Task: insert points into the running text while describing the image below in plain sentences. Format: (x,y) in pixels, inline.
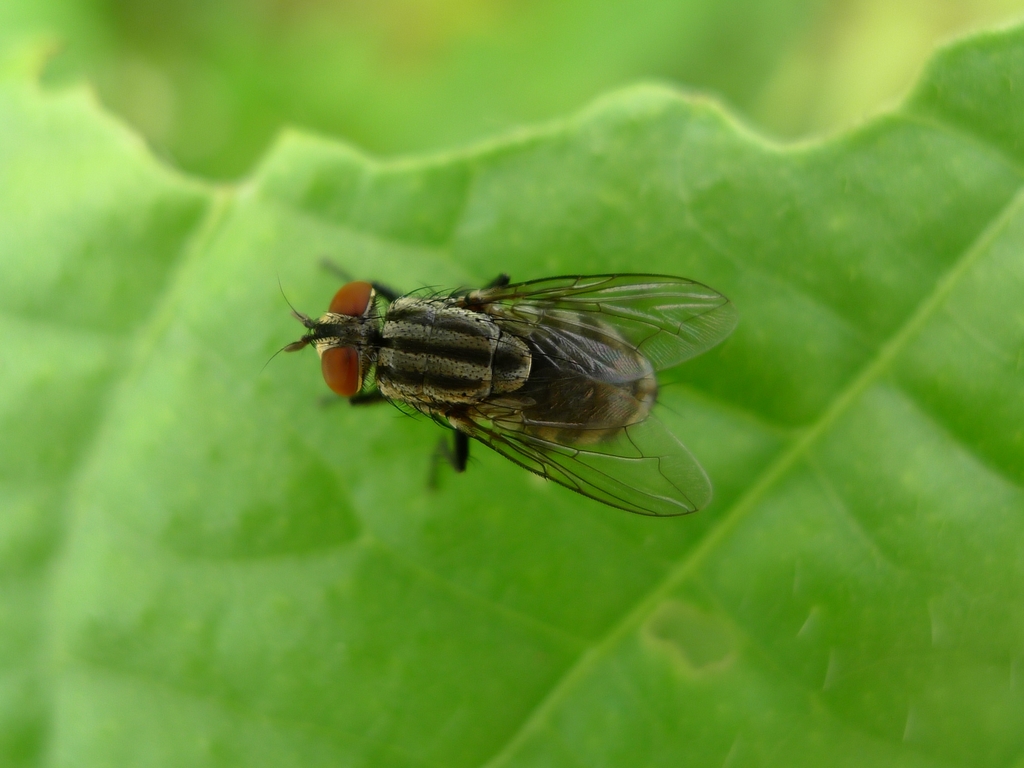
This image consists of a house fly (486,349) on a green leaf (45,663).
